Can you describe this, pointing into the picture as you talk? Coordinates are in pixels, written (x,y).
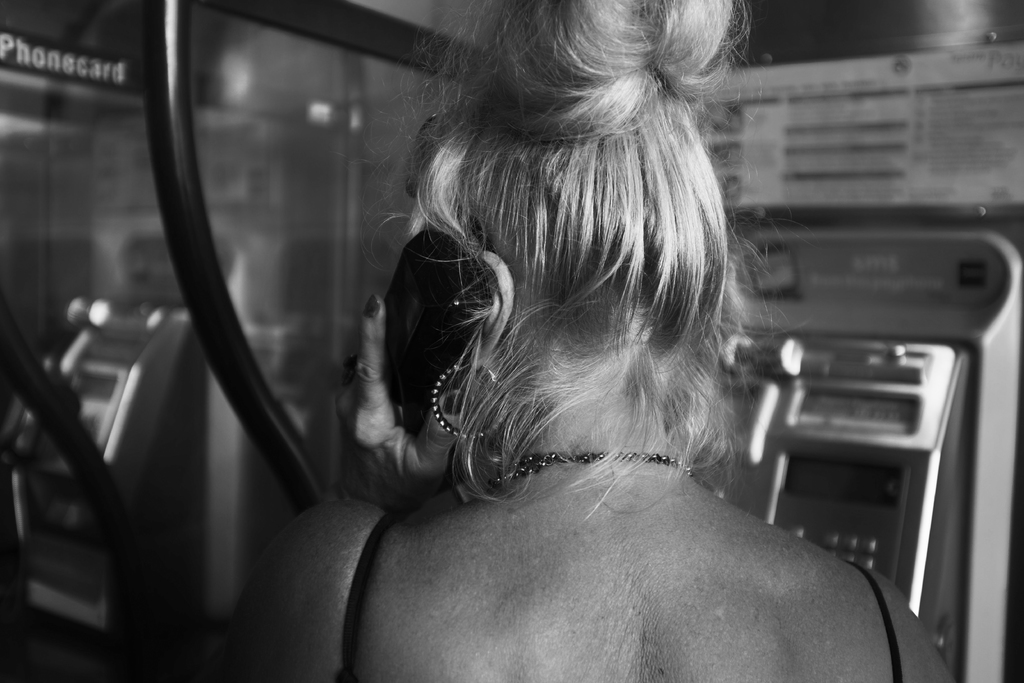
This is a black and white picture. I can see a person (321,532) holding the receiver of a telephone (963,530), inside the telephone booth (385,228).
